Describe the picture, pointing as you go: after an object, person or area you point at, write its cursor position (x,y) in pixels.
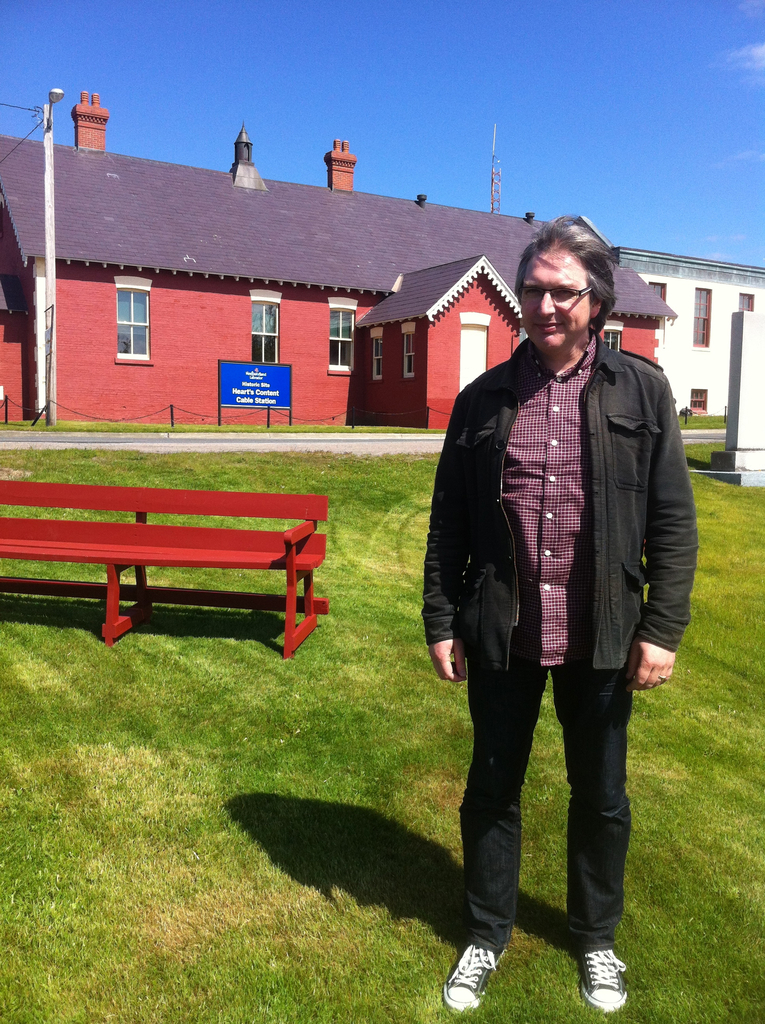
In this picture we can see man (651,361) wore spectacle (562,299), jacket (596,591) standing on grass (634,792) and here in the background (235,565) we can see bench (252,553), house (276,306) with windows (128,319) and banner (270,376), sky (287,79), pole (52,173).
